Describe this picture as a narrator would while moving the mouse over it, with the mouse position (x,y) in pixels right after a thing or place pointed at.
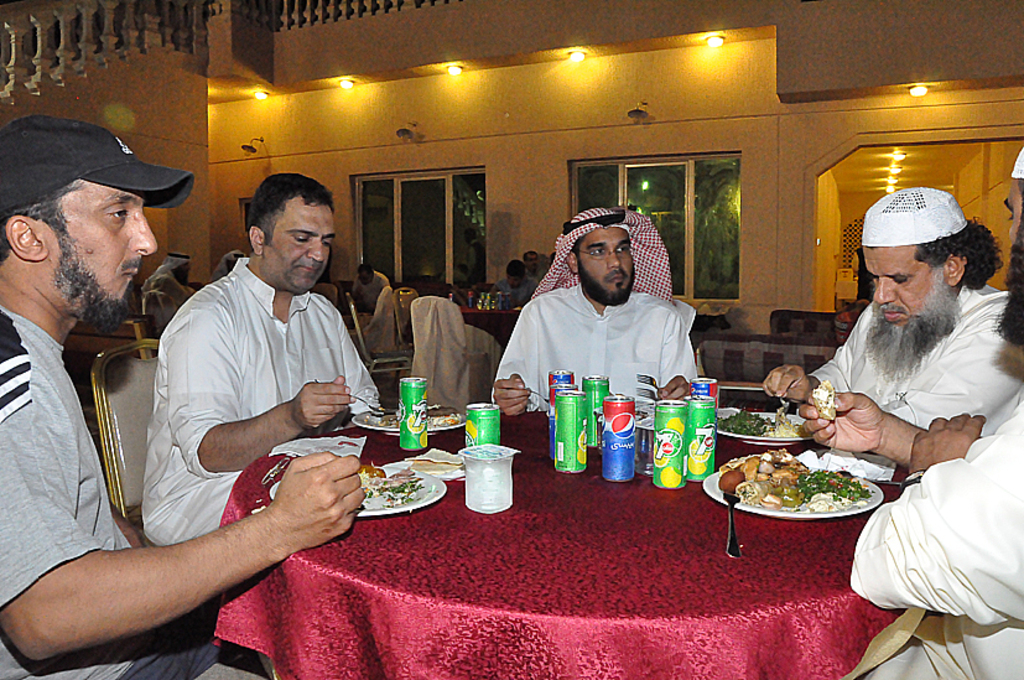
The picture is from a restaurant (598,75). In the foreground of the picture (994,462), there are five people (890,421) having food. In the center (541,417) there is dining table (641,543) and chairs (120,413). On the dining table (741,446) there are plates (446,489), glasses (506,461), tins (578,423) and food (778,470). In the center of the background (672,199) there are two windows (674,213), where trees (711,198) can be seen through the windows (423,217). To the top of the background there are ceiling lights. On the left (80,60) there is a staircase (82,42). To the right (846,216) there is a path (858,201).
